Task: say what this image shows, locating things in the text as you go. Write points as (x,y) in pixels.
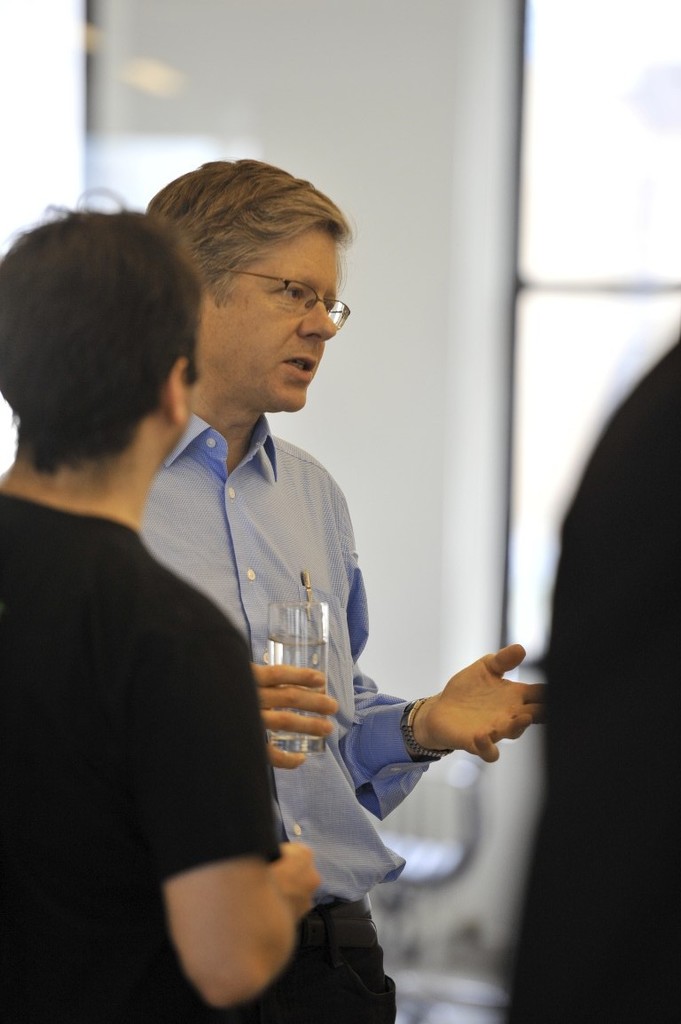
In this picture we can see few people (304,596), in the middle of the image (280,507) we can find a man (223,539), he wore spectacles (345,306) and he is holding a glass (307,661).
